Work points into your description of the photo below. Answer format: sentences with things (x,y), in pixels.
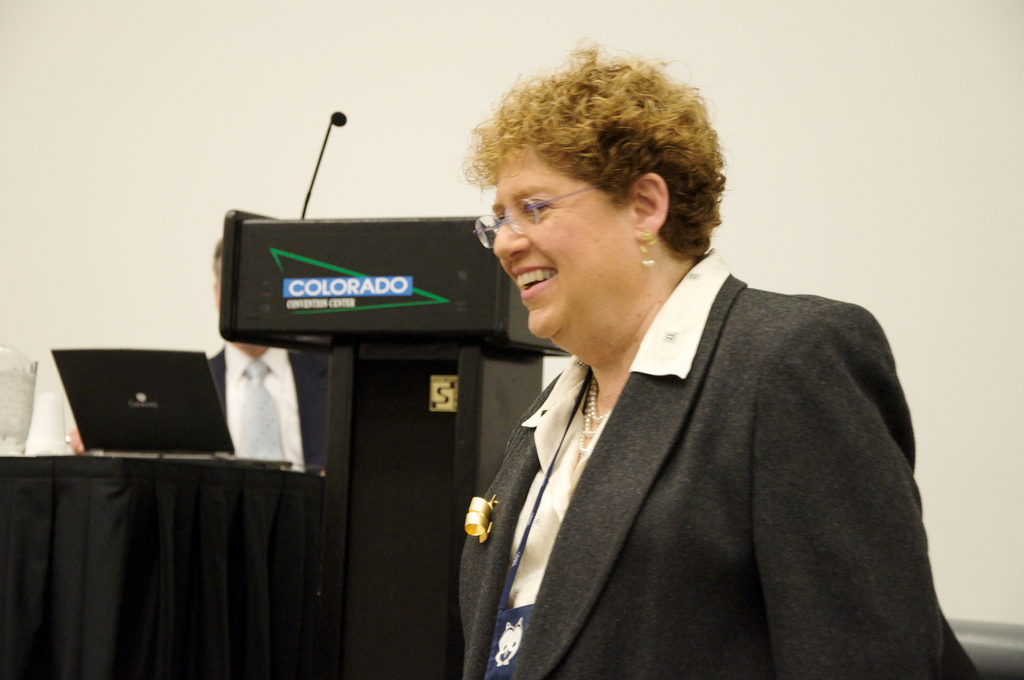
In the center of the image (510,227) there is a lady (638,659). In the background of the image (513,42) there is a wall (399,51). There is a podium (332,428). There is a laptop (256,462) on the table (174,461).
